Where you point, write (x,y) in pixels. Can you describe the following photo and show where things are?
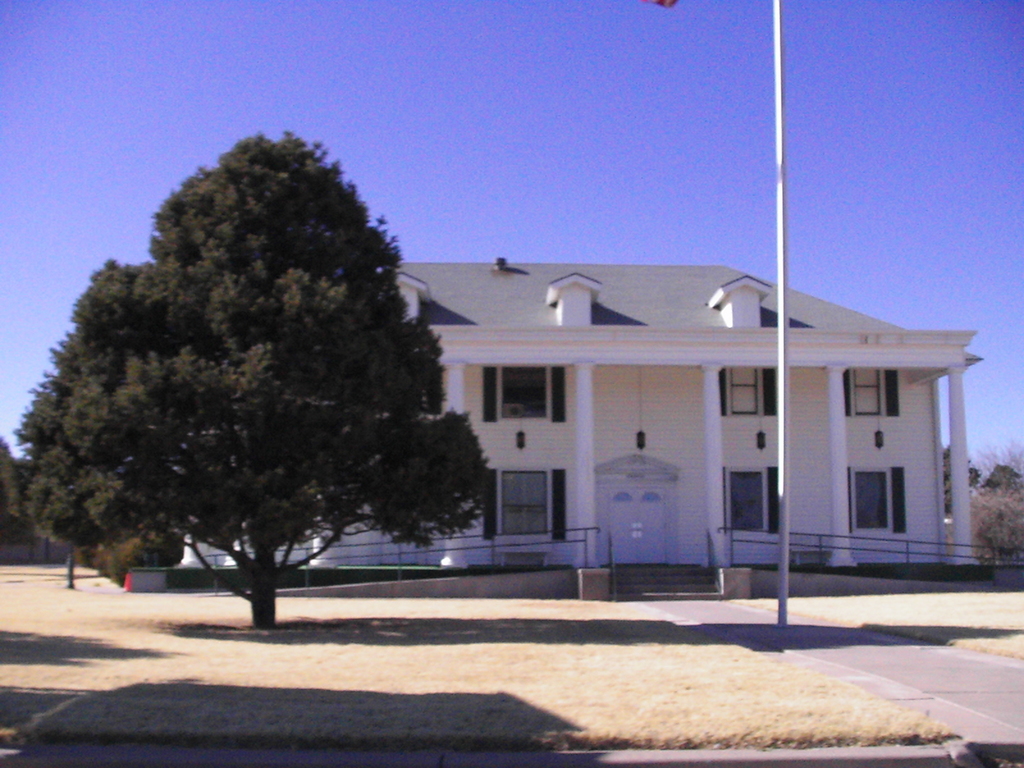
In this picture we can see path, grass (527,665), trees (415,497), building (485,509), railings (718,550) and pole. In the backgrounds of the image we can see the sky (470,251).
